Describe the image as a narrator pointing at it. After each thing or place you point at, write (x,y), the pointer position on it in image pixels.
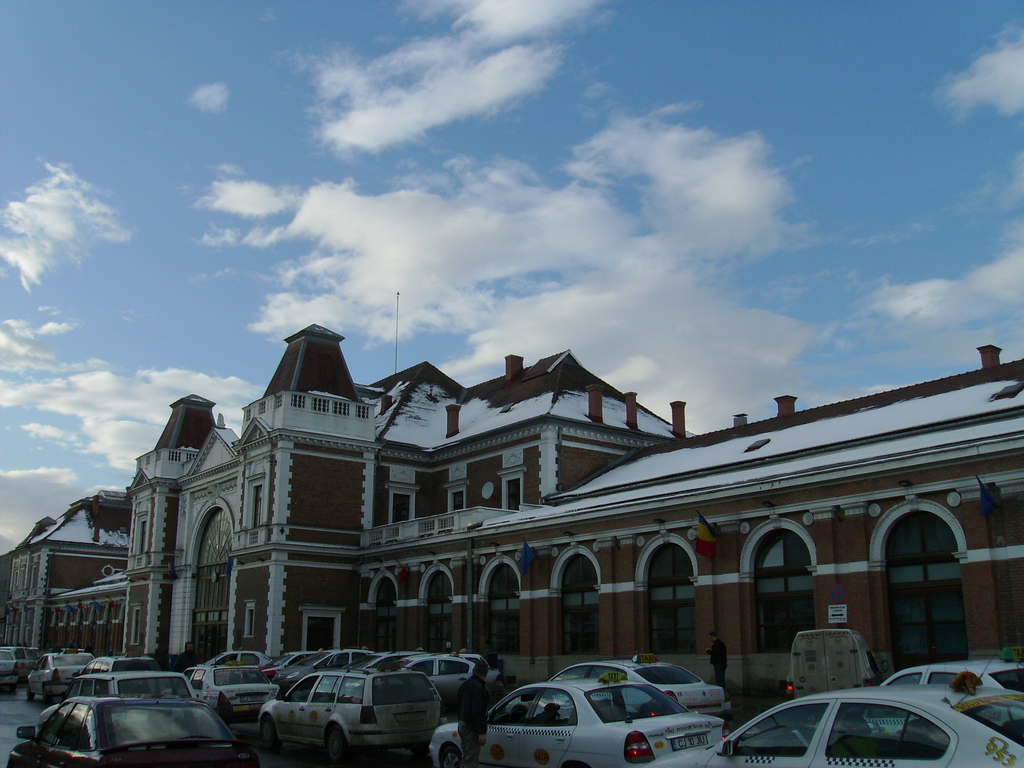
In the background (467,75) we can see a clear blue sky (391,73) with clouds (333,111). In this picture we can see a building (933,623). We can see vehicles (998,748) and people (463,711) on the road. On the right side of the picture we can see flags (717,545) and a board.
